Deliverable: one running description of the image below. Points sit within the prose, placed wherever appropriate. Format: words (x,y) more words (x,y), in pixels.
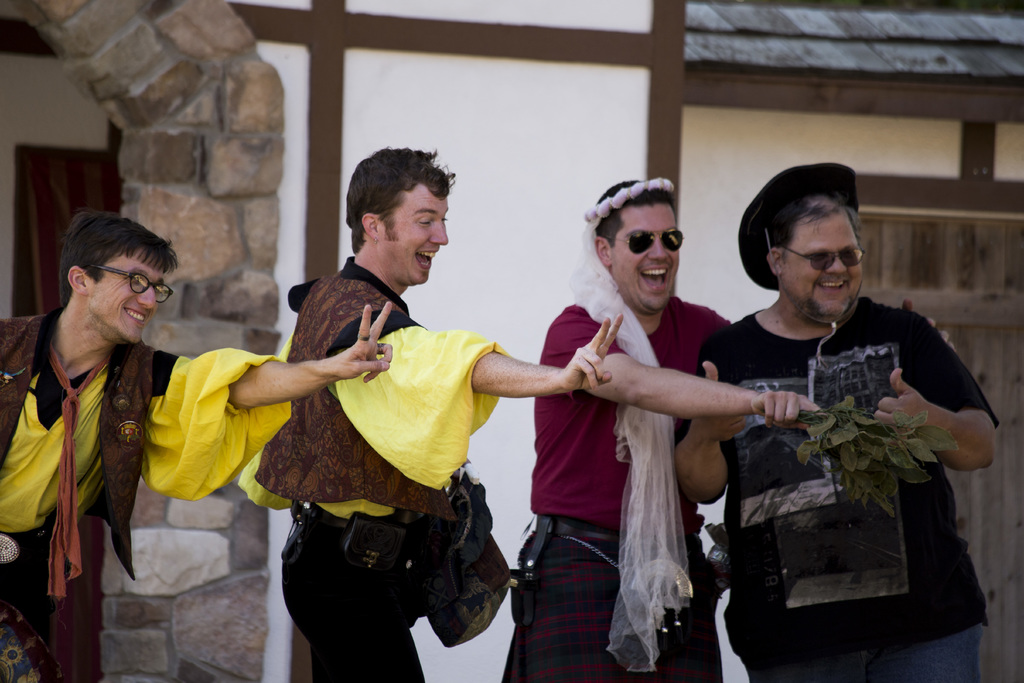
In this image we can see a group of people (806,508) standing. One person (699,397) is holding some leaves (912,447) in his hand (766,410). In the background (250,187), we can see a building (689,54) with a door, and arch (132,6) and the roof (894,74).
